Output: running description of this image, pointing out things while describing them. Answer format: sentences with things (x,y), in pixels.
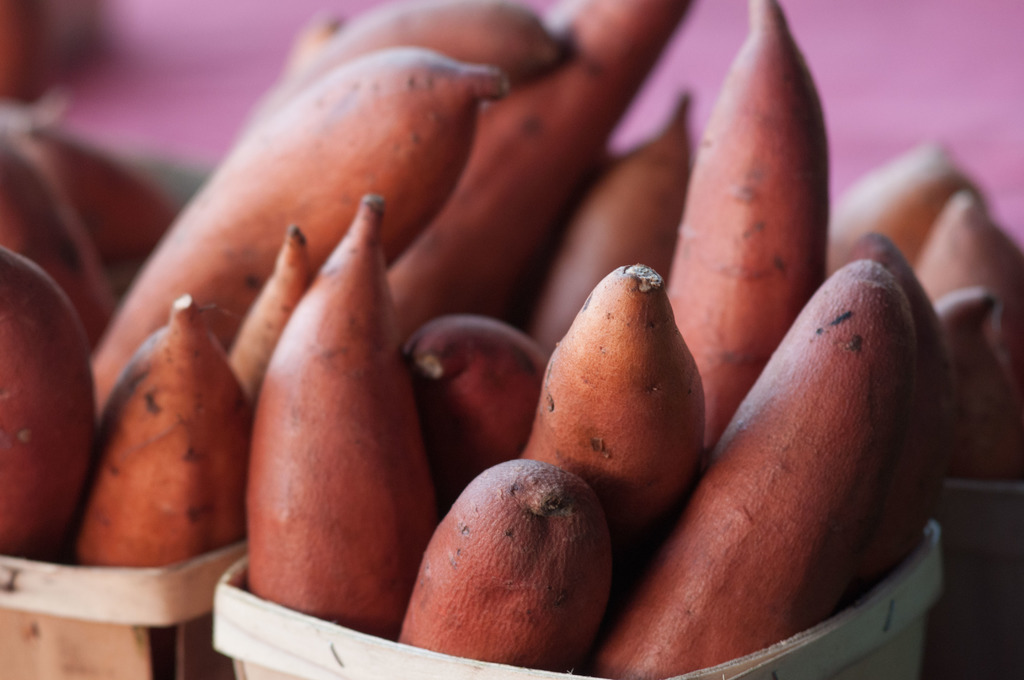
In this picture there are sweet potatoes baskets (489,290) in the image.
